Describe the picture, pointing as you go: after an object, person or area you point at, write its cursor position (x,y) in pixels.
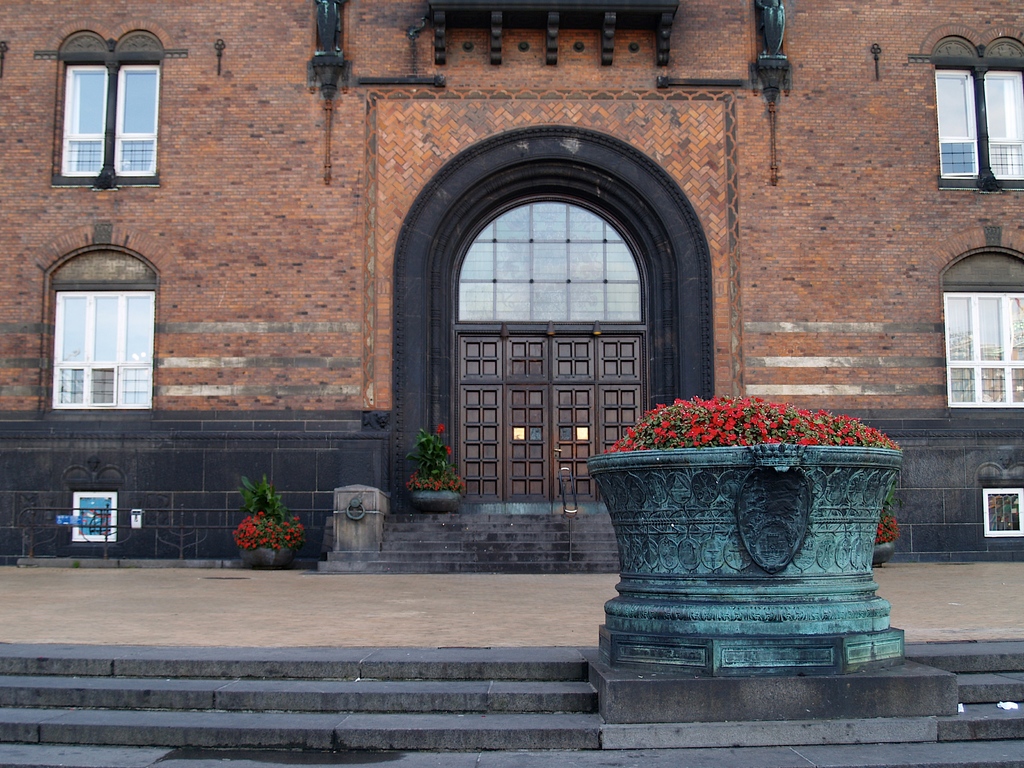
In this image we can see plants (824,431), flowers (839,433), fence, steps (71,719), floor (581,628), windows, door (588,447), and a building (248,198).
